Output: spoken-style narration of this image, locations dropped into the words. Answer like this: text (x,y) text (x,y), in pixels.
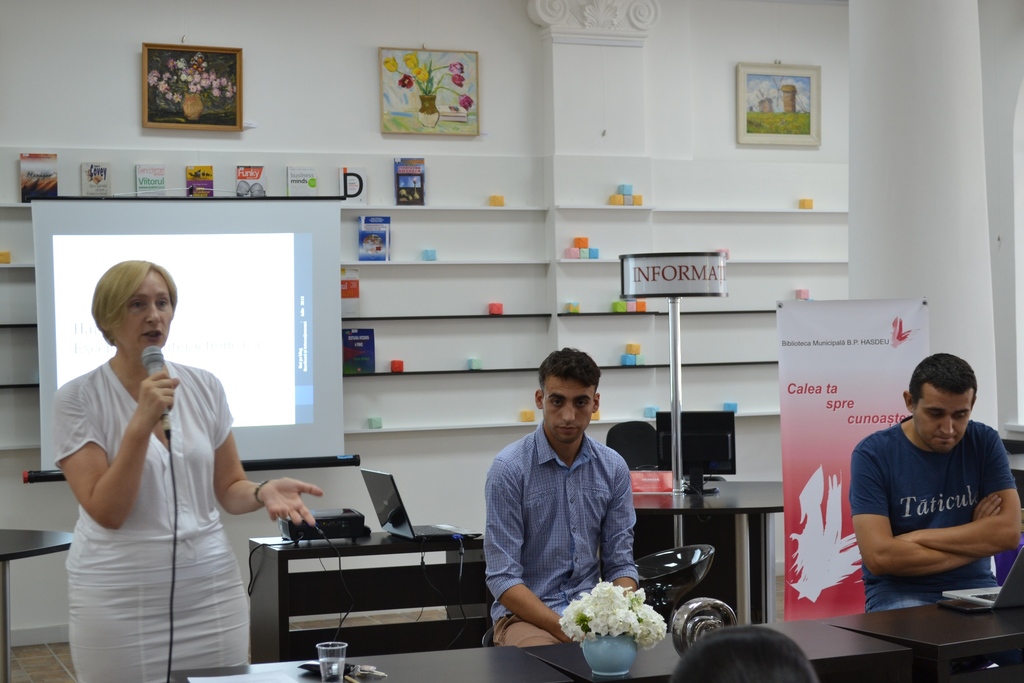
On the left side of the image (112,680) we can see a lady (101,607) is standing and talking and holding a mic (159,356). In the middle of the image (581,374) we can see two men (963,507) are sitting. At the bottom of the image (575,682) we can see the tables (867,629). On the tables (854,676) we can see a laptop (1002,595), flower pot (624,631), glass (343,664) and other object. At the bottom of the image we can see a chair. In the background of the image (724,544) we can see the wall (596,192), shelves (590,312), board (675,286), tables (461,616), screen (301,387), photo frames (744,94). In the shelves (427,314) we can see the books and some other objects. On the tables (296,595) we can see the screen (689,440), laptop (406,513) and some other objects (307,530). On the right side of the image (848,425) we can see a board (848,596) and pillar (957,210). In the bottom left corner (44,672) we can see the floor (53,659).
